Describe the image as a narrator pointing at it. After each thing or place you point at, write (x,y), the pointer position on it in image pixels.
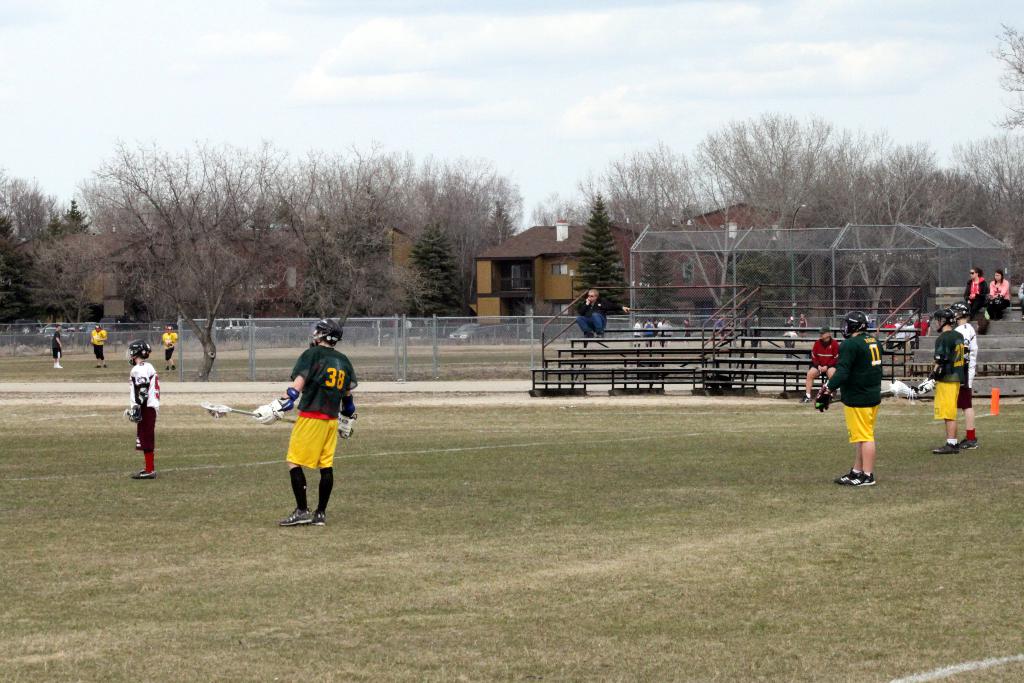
This image is taken at the playground (529,496). In this image there are many players (151,377) standing on the ground (717,589) and holding their objects (211,408). On the right side of the image (970,274) there are a few people (995,302) sitting on the benches (736,328). In the background of the image (640,270) there are trees (461,251), house (757,230) and sky (770,40).
